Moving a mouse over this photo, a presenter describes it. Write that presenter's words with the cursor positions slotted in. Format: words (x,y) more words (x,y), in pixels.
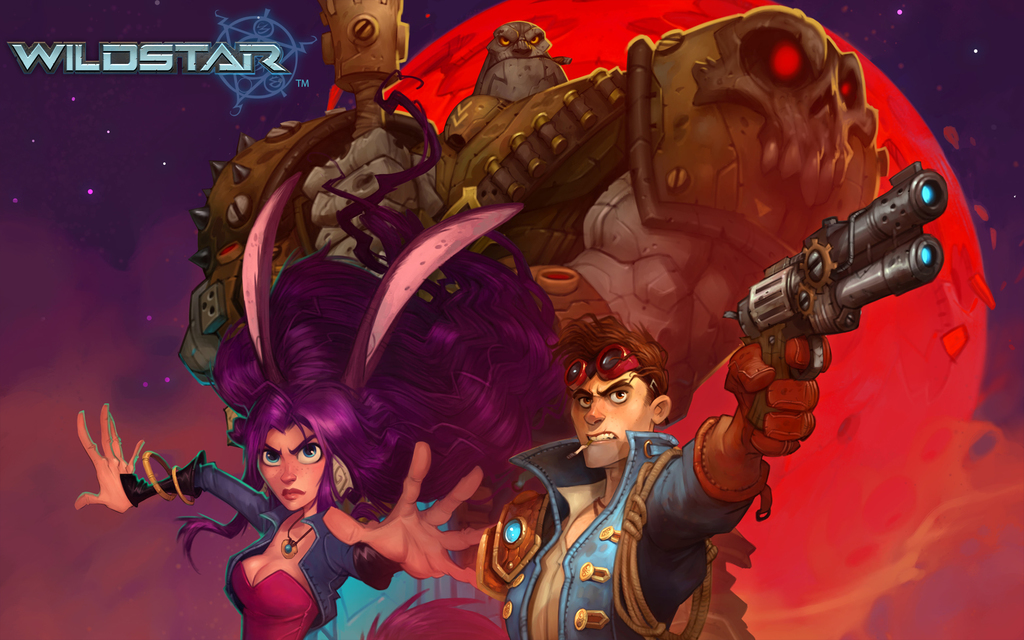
This is an animated image, where there are three person's (424,388), a person (791,336) holding a pistol (938,196), and there is a symbol (220,39) and letters (225,71) on the image.
